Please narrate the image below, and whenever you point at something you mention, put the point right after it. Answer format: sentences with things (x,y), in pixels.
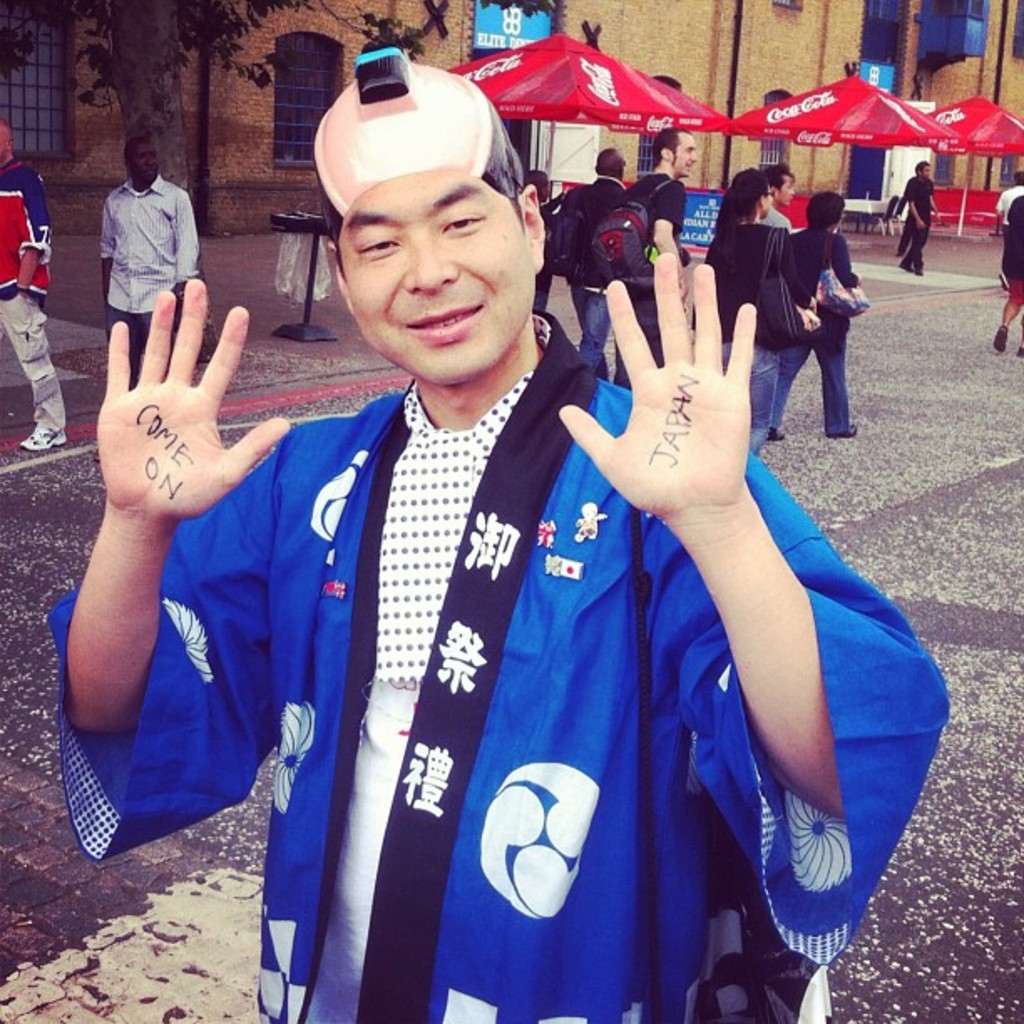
In this image, there is a person (666,309) wearing clothes (508,655). There group of people (831,215) in the top right of the image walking beside umbrellas (616,109). There is a building (625,19) at the top of the image (597,21).
